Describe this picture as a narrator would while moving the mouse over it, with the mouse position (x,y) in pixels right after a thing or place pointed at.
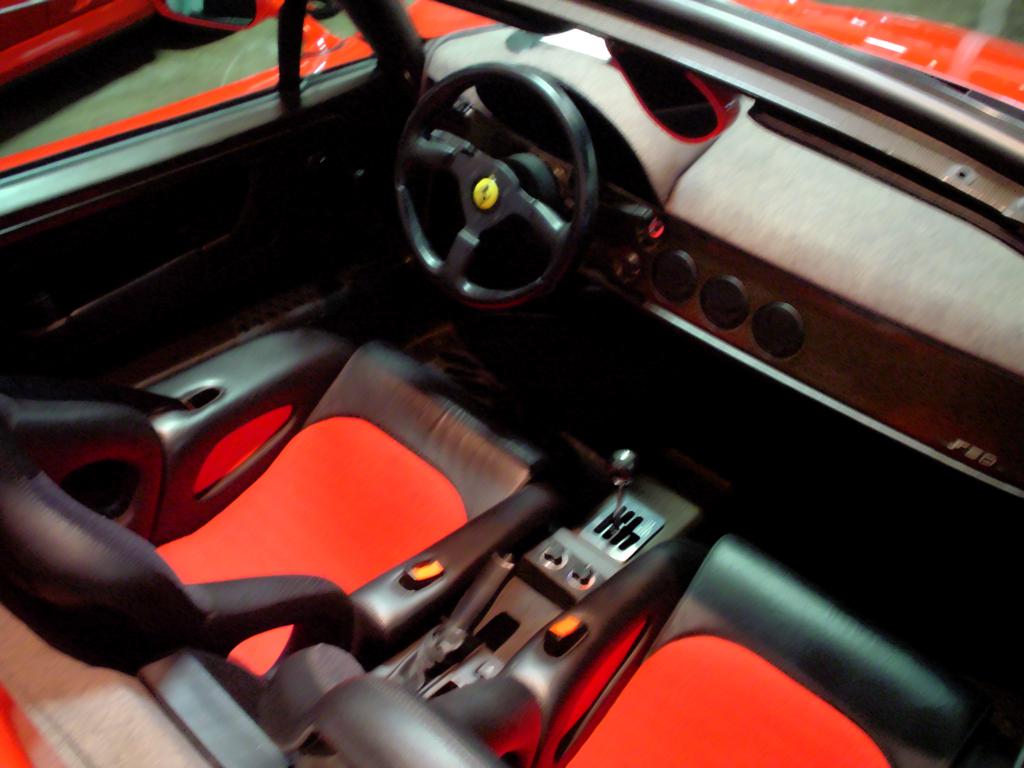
In this image I can see it is internal part (536,490) of a car (412,518), there are seats (422,554) in red and black color.
